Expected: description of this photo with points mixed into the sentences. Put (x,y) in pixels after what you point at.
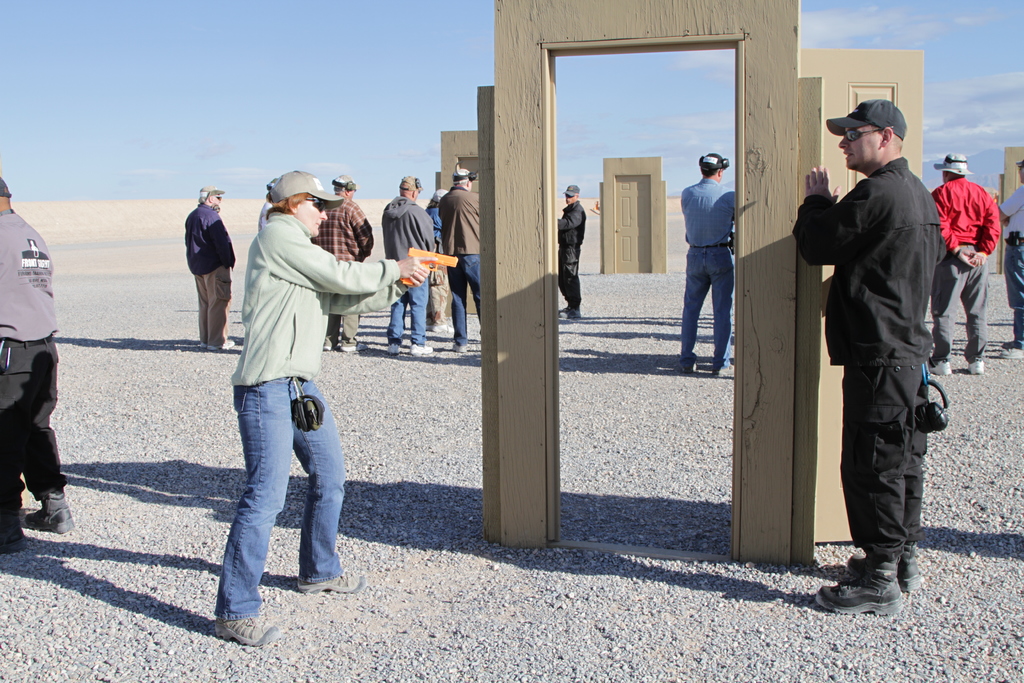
In this image we can see a group of people (345,305) wearing caps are standing. One person (278,290) is holding a gun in her hands (403,268), some persons (470,216) are wearing headphones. In the background (648,174), we can see some doors (525,160) placed on the ground (623,394) and the sky (269,119).
